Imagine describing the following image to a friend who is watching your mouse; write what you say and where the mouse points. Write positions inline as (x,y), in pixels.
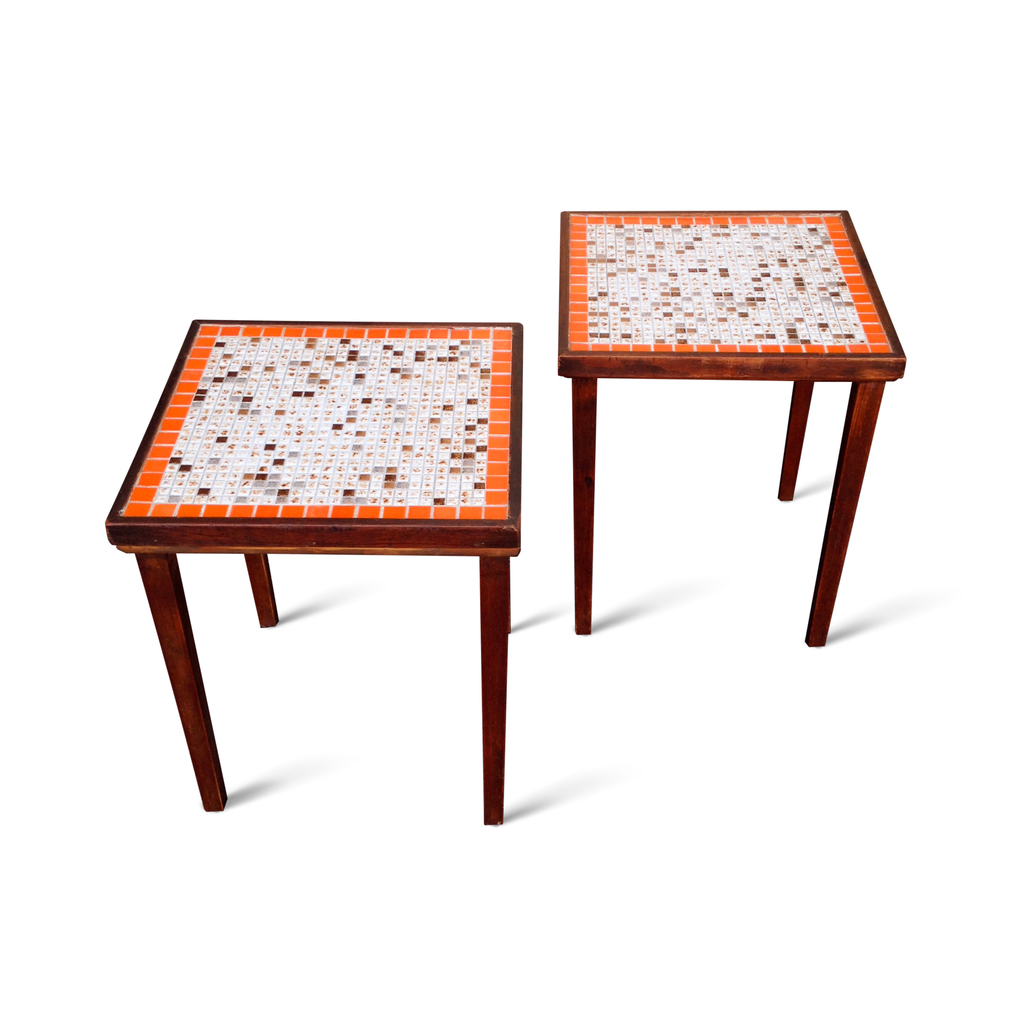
In this image there are two tables (852,239), the background of the image (399,135) is white in color.
